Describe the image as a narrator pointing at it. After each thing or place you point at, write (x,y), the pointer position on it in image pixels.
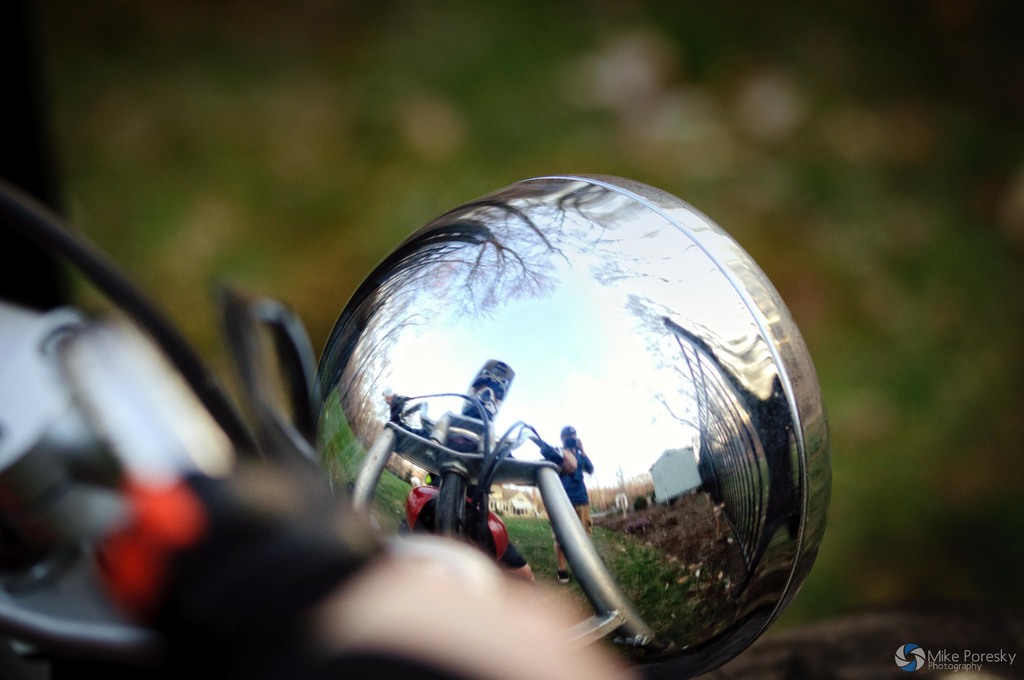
In this image we can see the headlight (619,384) of a vehicle (477,414).
